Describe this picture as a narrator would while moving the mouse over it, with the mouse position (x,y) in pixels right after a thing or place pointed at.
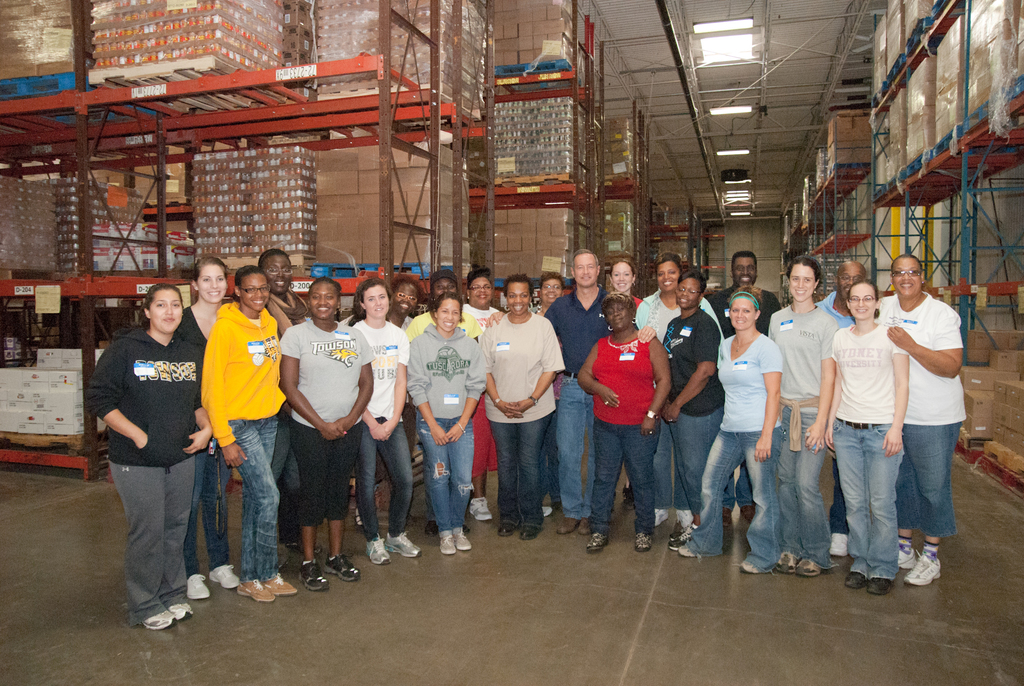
In this image we can see a few people (512,438) standing on the ground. In the background (353,73), we can see the stands (370,67), on that there are boxes (288,44) and few objects (65,202). At the top (712,86) we can see the ceiling (732,133) with lights (735,50).
